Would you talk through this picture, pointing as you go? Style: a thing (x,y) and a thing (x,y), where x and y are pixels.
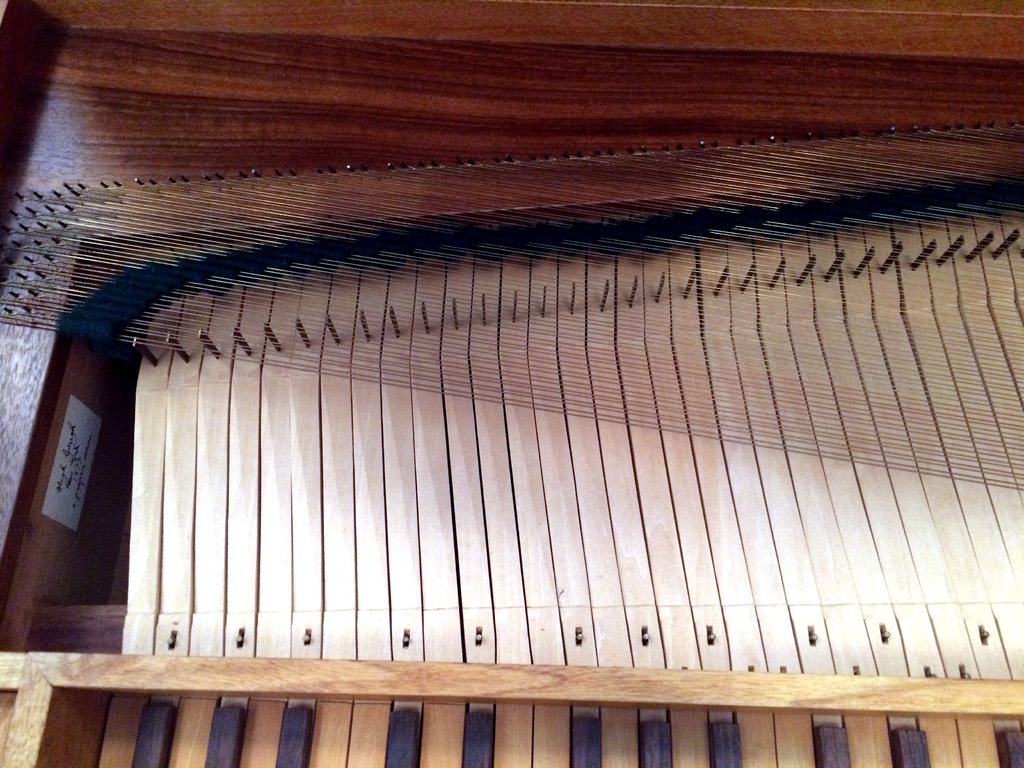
In the image we can see this is a musical instrument (534,517), made up of wood (261,127).
